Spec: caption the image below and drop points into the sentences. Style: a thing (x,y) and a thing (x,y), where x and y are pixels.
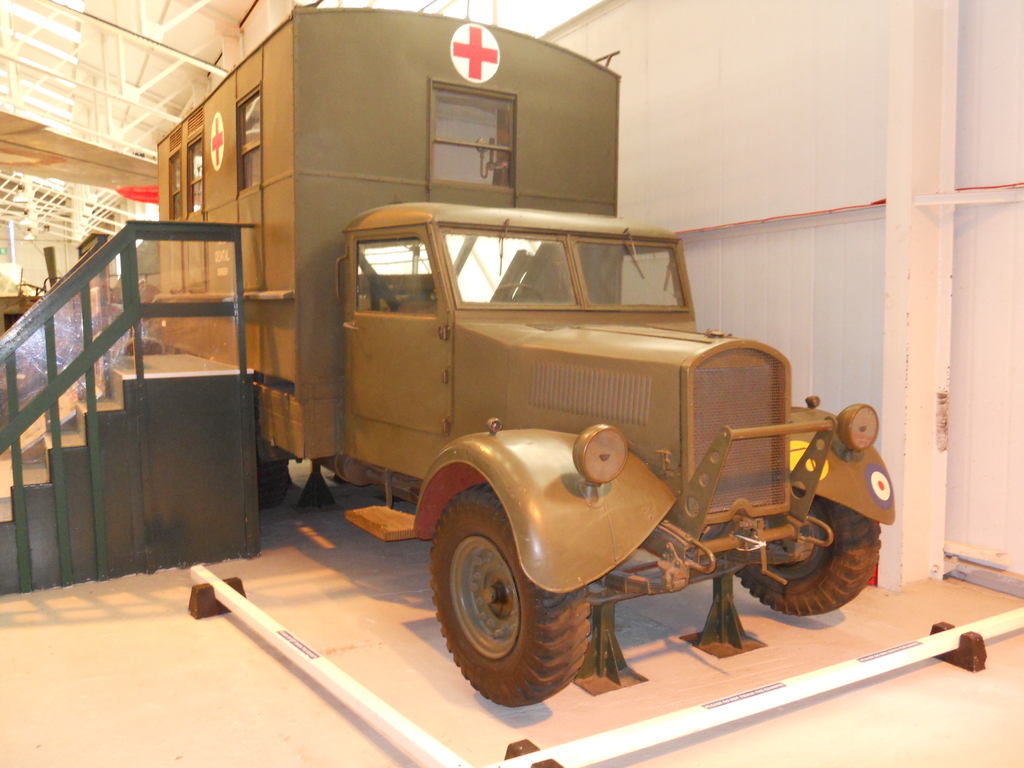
In this image in the center (582,341) there is one vehicle (471,471) and on the left side (100,475) there are some stairs (102,447) and in the background (157,50) there are some wooden sticks (146,43) and a wall (31,274), on the right side (791,182) there is a wall (837,150) and pillar (907,486). At the bottom (451,723) there is a floor (430,662).
